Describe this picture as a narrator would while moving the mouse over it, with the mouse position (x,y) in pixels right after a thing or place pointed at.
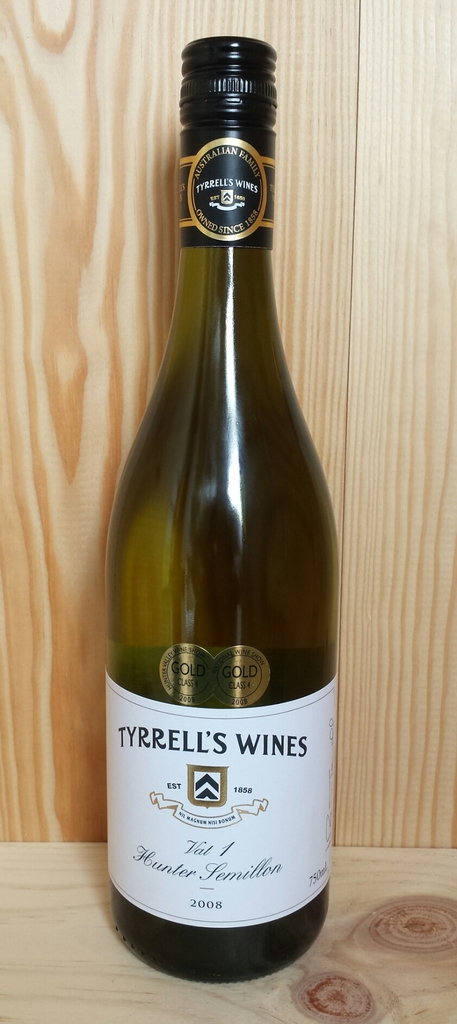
In this image in the center (201,345) there is one bottle (220,367) and in the background (134,239) there is wooden wall (201,26), at the bottom (260,983) there is table (335,983).
